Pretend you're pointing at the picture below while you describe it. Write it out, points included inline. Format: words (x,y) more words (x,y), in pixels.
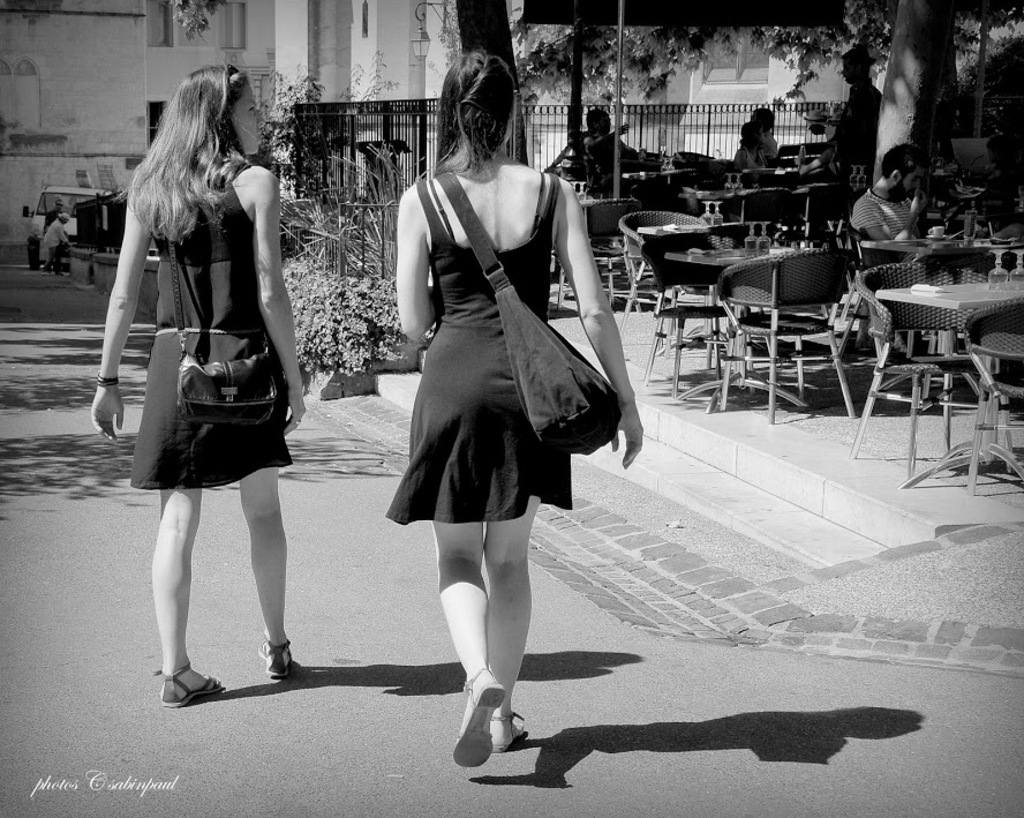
This is a black and white picture. Here we can see two women (608,331) wearing sandals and walking on the road (391,569). This is a vehicle (79,199). We can see persons (821,140) sitting on chairs (1010,338) in front of a table (770,249) and on the table (747,258) we can see glasses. This is a fence (718,107). This is a tree (787,42).
